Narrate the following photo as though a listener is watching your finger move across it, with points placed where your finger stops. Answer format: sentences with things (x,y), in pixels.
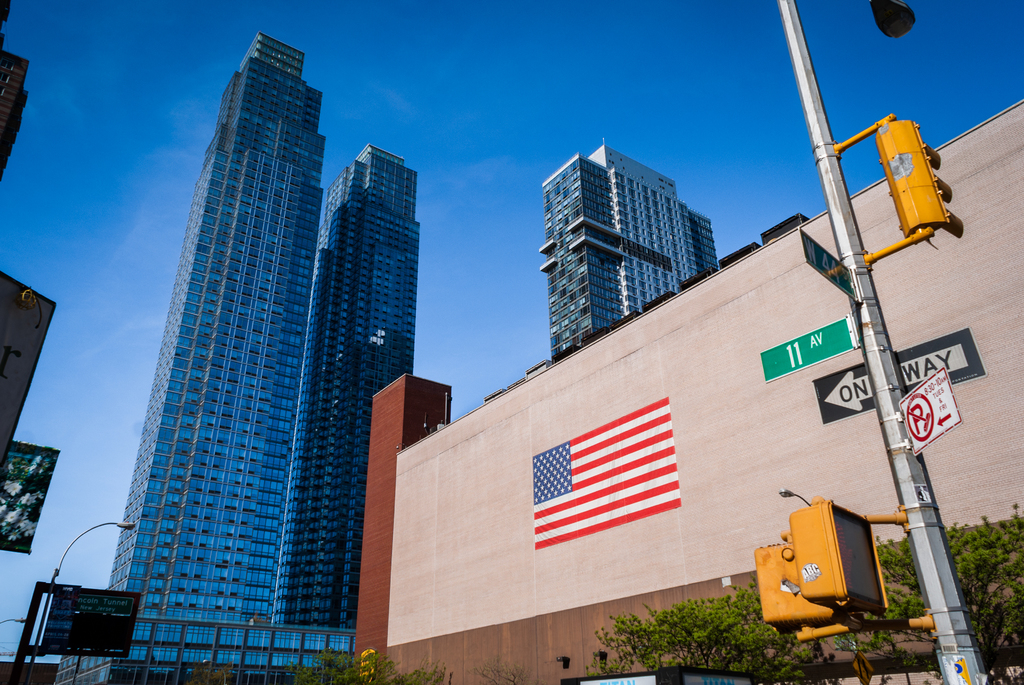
In this picture we can see a few signboards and traffic signals (818,632) on the pole (912,498) on the right side (845,615). There are a few trees (398,683), street lights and buildings (699,258) in the background (266,177). Sky (107,340) is blue in color.
